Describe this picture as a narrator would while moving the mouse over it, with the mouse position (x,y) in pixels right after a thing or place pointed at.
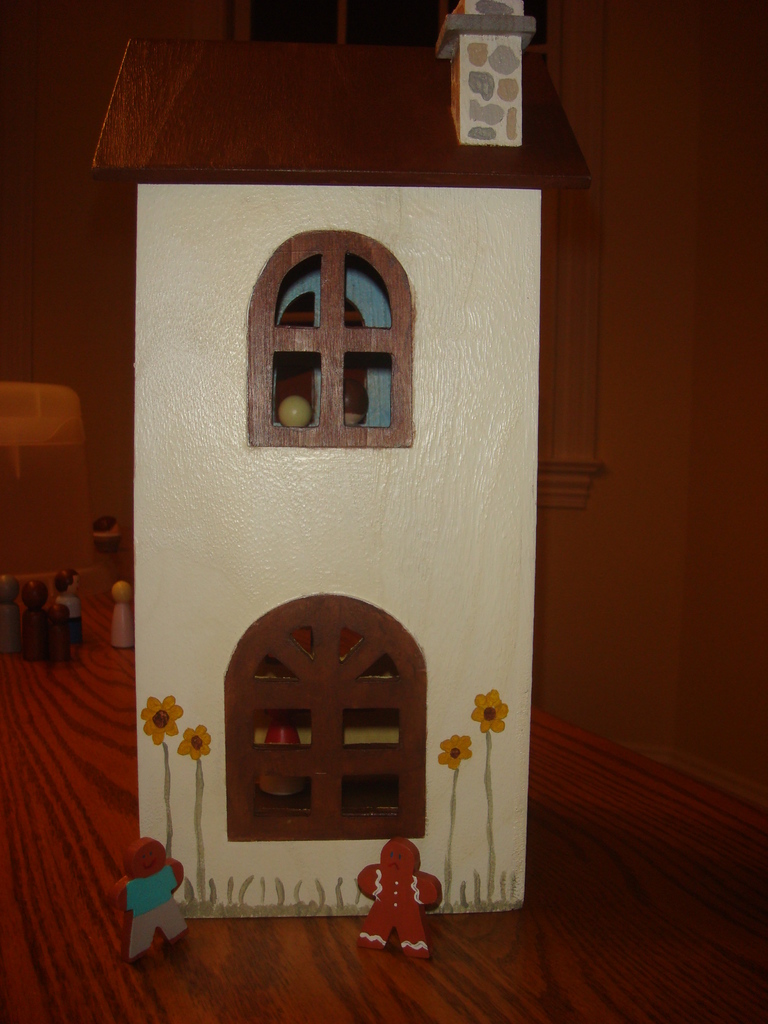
In this image we can see inside of a house (644,297). There is a model house (364,527) on the table (511,987). We can see some painting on the model house (329,810). There are few toys (48,622) on the table (100,713). There is an object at the left side of the image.
